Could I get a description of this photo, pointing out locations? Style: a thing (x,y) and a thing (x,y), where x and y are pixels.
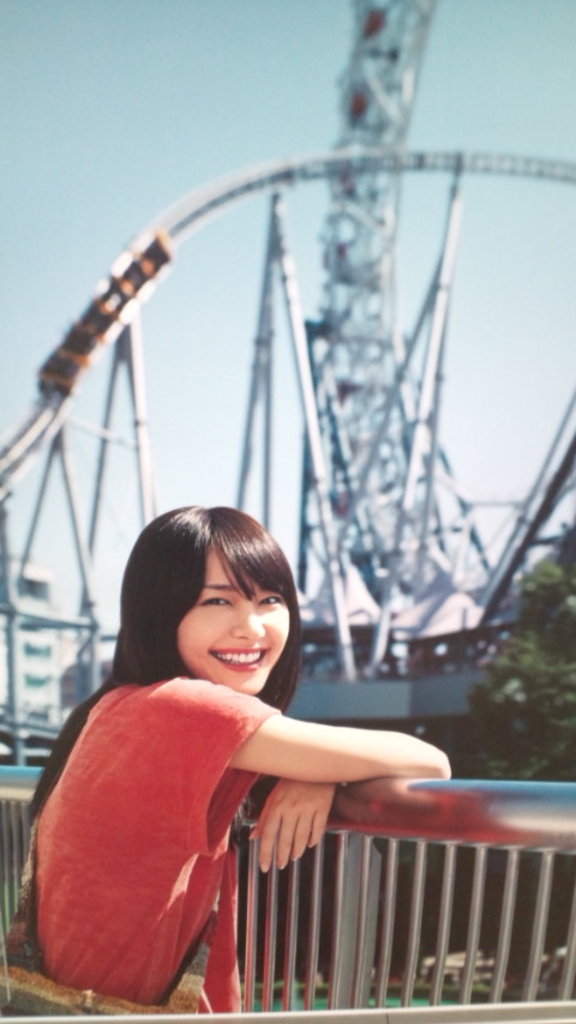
In this image we can see woman (168,818) smiling and standing near the grills (377,906), roller coaster (70,489), trees (531,691) and sky (574,258).
